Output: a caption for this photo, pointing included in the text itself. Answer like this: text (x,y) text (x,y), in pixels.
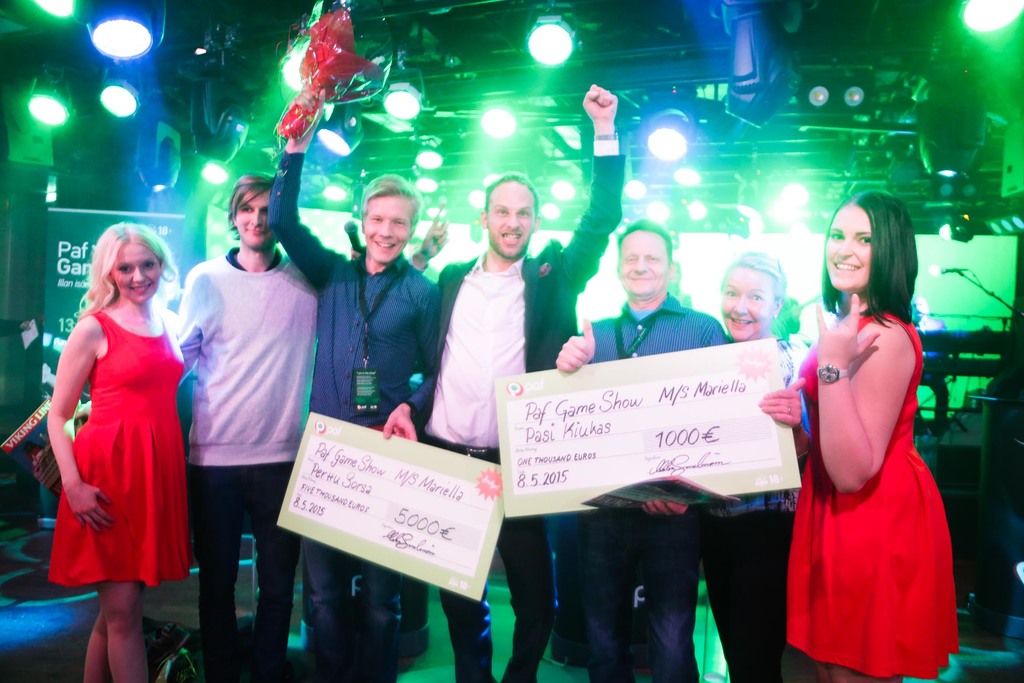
In the foreground of the picture (494,275) we can see people (458,388), they are holding checks (627,454) and bouquet (284,127). In the background (177,281) we can see banner (85,244), person (923,303), mic (946,275), stand (986,289), musical instrument (954,330), cable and other objects (980,425). At the top (739,57) there are focus lights (390,95).
